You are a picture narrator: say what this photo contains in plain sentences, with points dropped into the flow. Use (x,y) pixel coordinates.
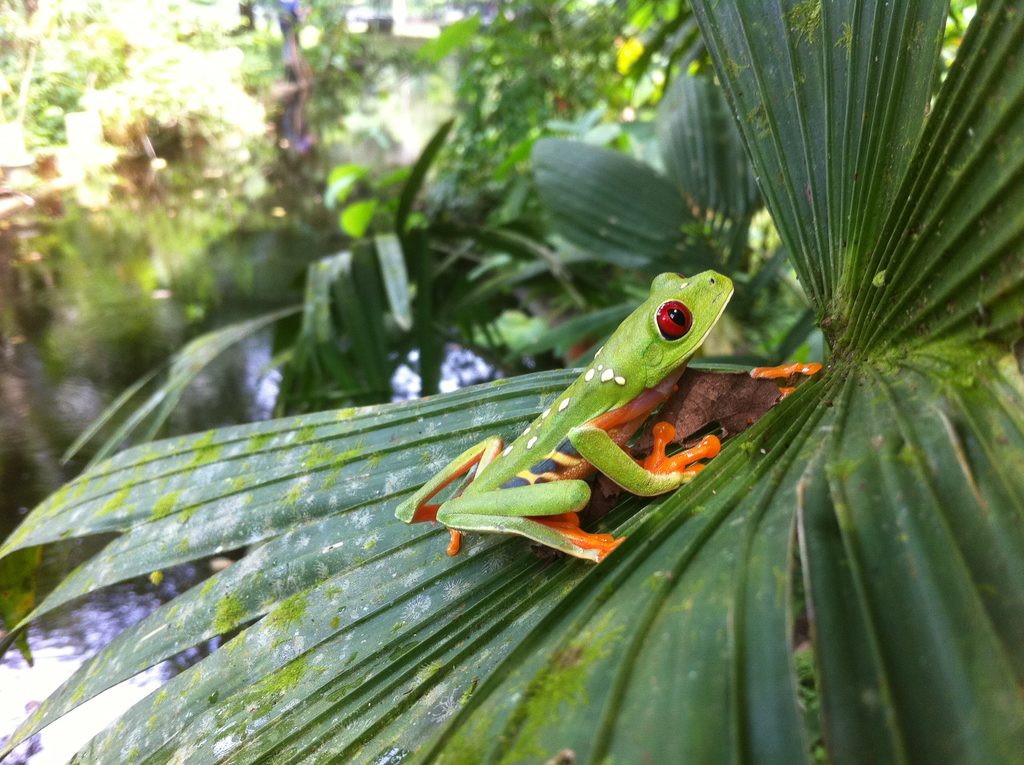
In this picture there is a green color frog (397,513) sitting on the big leaf (250,592). Behind there are some green leaves (338,310) and plants (252,320).
